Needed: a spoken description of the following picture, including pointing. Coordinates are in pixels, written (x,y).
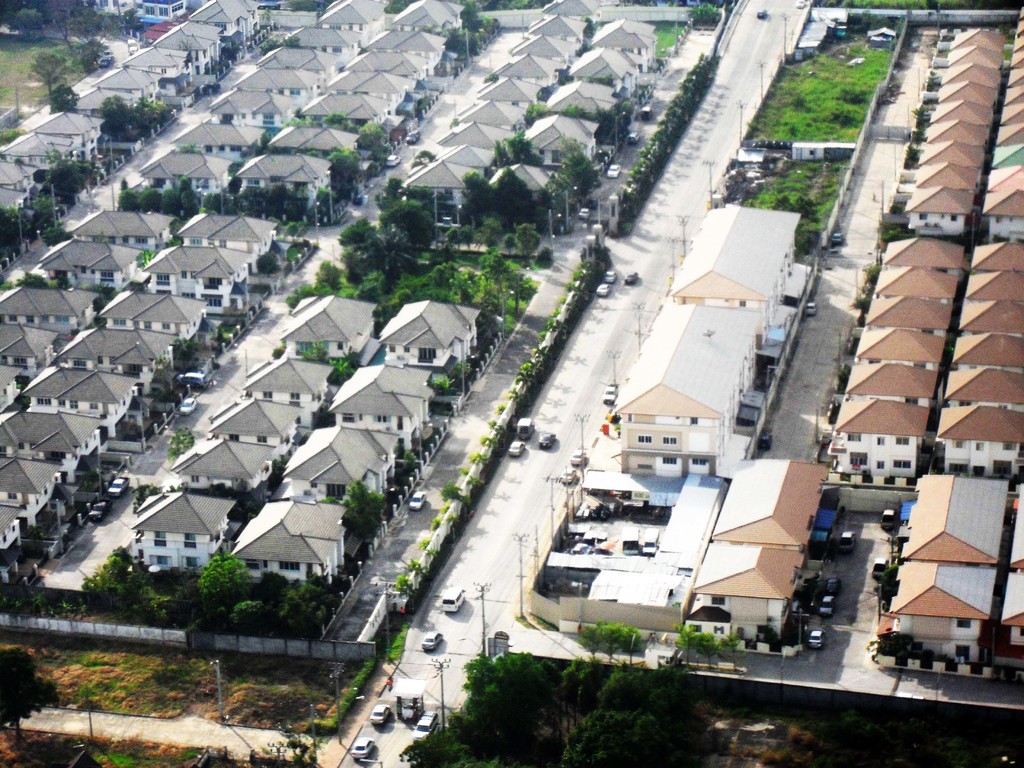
In this picture I can see number of buildings (976,291), trees (528,210) and in the center of this picture (607,349) I can see the road (405,734), on which there are few vehicles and I see few more vehicles (186,407) near to the buildings (367,403).
